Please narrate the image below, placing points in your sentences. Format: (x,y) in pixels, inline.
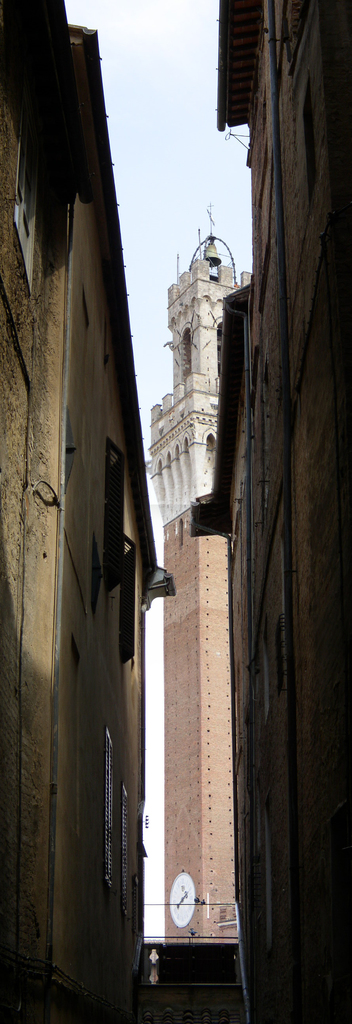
In this picture we can see few buildings (192,790) and a clock (180,902).
